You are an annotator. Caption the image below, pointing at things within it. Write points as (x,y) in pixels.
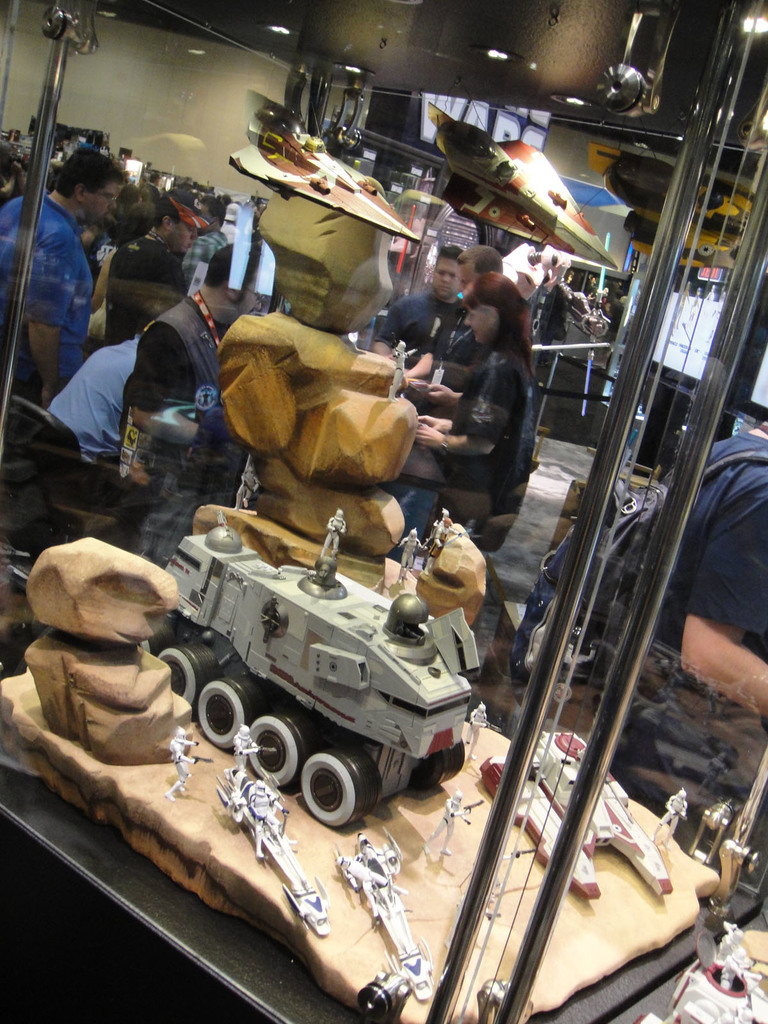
In this image we can see group of people (155,407) standing. In the foreground of the image (131,587) we can see toys (173,568) inside a glass door (516,691). In the background (520,169) we can see a plane (536,170) and some lights (501,56).
